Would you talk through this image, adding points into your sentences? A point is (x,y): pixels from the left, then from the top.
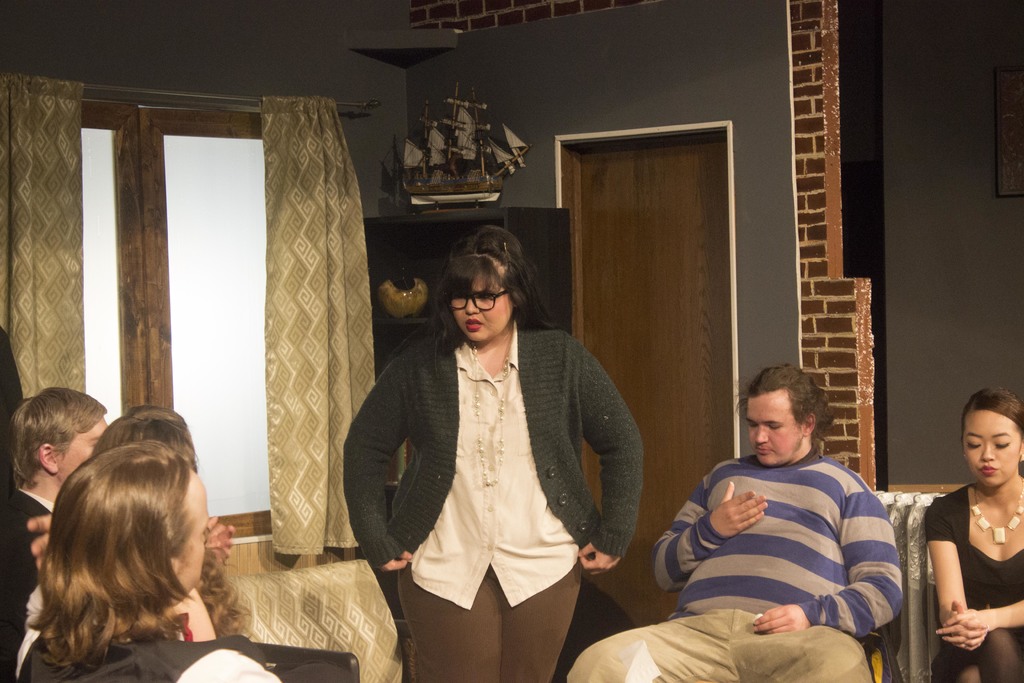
This is the picture of a room (622,381) in which there are some people (158,419) who are sitting on the chairs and also we can see a person (437,392) who is standing, curtain (349,299) to the window (234,191) and some things (410,193) around.
